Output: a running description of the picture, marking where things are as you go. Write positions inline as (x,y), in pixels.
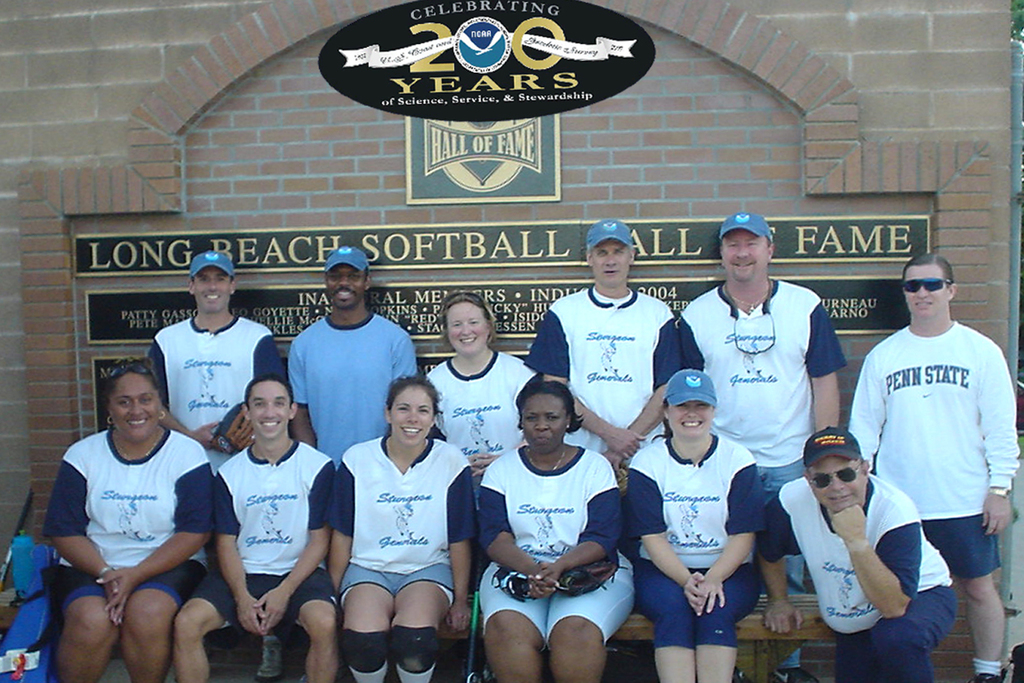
In this picture I can see group of people (554,556) sitting and smiling, there are group of people (999,459) standing, and in the background (417,333) there are boards (417,333) to the wall (880,188), there are some items (29,621), and there is a watermark (479,48) on the image.
